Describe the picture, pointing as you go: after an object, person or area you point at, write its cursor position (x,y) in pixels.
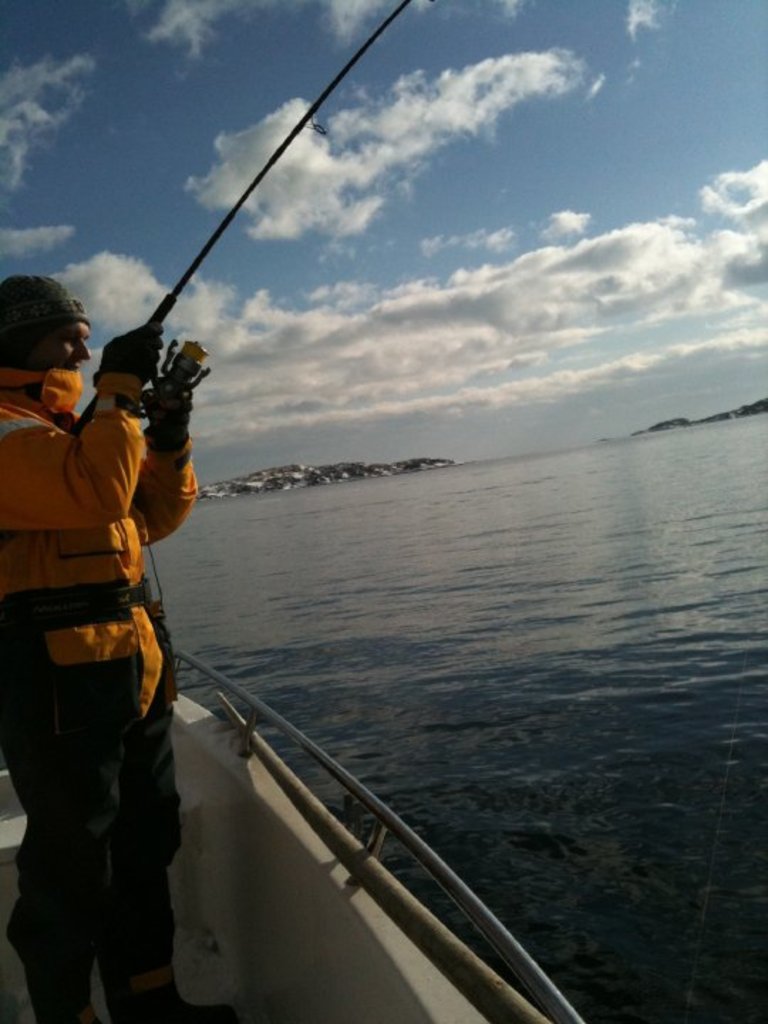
In the image I can see a person (105,384) is holding a fishing rod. He is in the white color boat (288,808). I can see water (585,562), mountains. The sky (378,345) is in white and blue color.
